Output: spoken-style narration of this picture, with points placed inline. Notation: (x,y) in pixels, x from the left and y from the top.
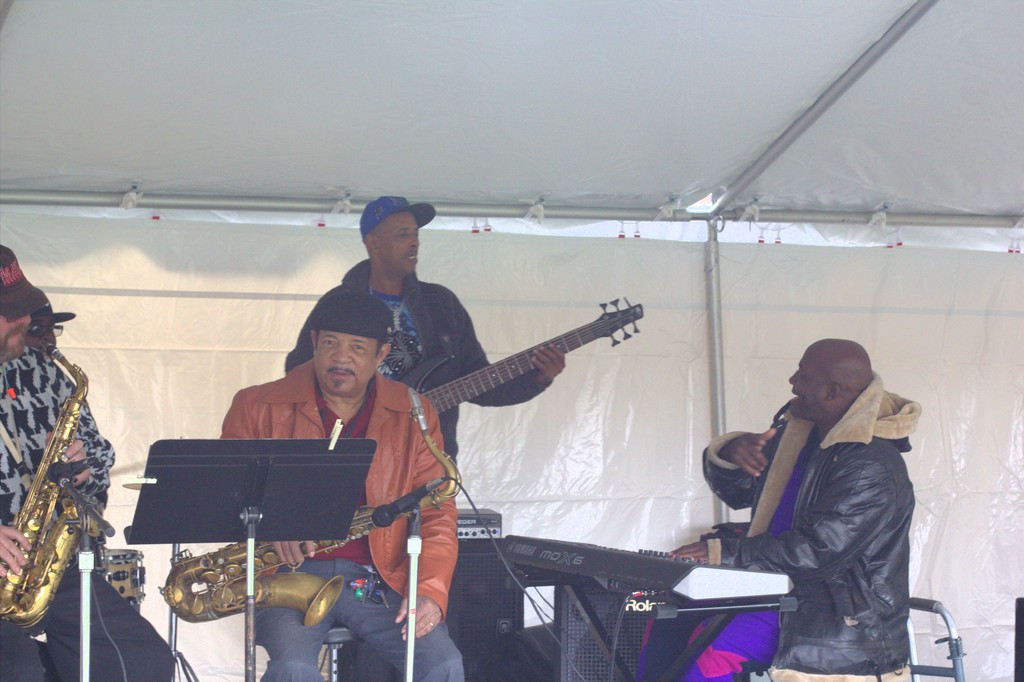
There are group of people (279,419) holding musical instruments (68,431) and the background wall (576,404) is white in color.
